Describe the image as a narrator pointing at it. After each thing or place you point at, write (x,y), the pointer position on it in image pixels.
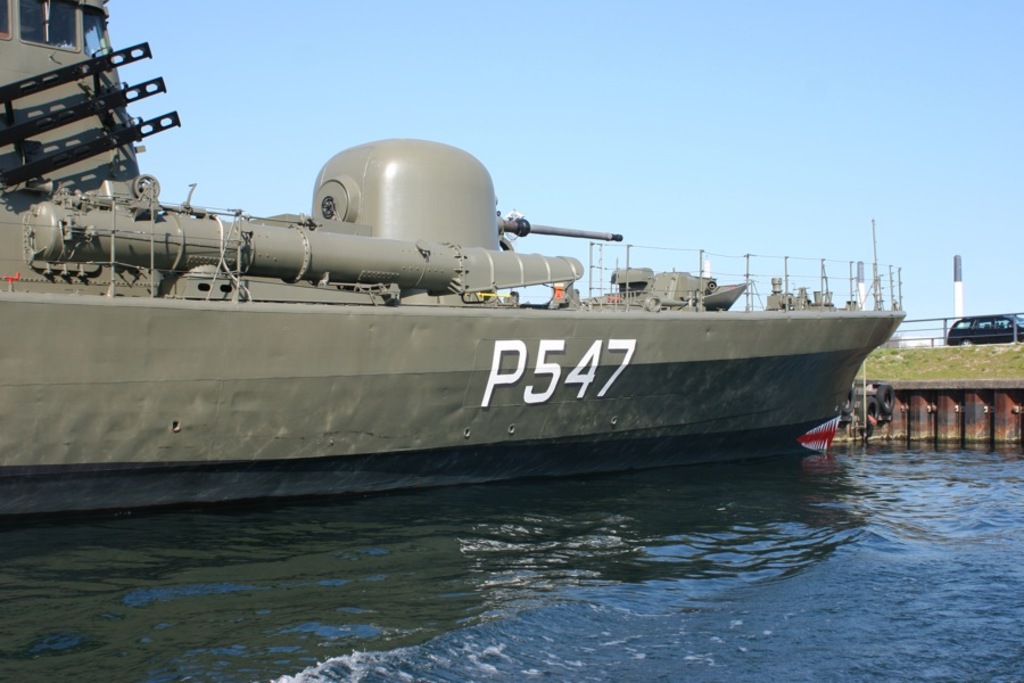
In this picture there is a ship (608,418) on the water (832,507), at the back (870,405) there are tires (887,396) on the dock (962,401). On the right side of the image (982,339) there is a car (967,339) behind the railing (954,341) and there are poles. At the top (509,55) there is sky (631,49). At the bottom (856,559) there is water (867,478).
